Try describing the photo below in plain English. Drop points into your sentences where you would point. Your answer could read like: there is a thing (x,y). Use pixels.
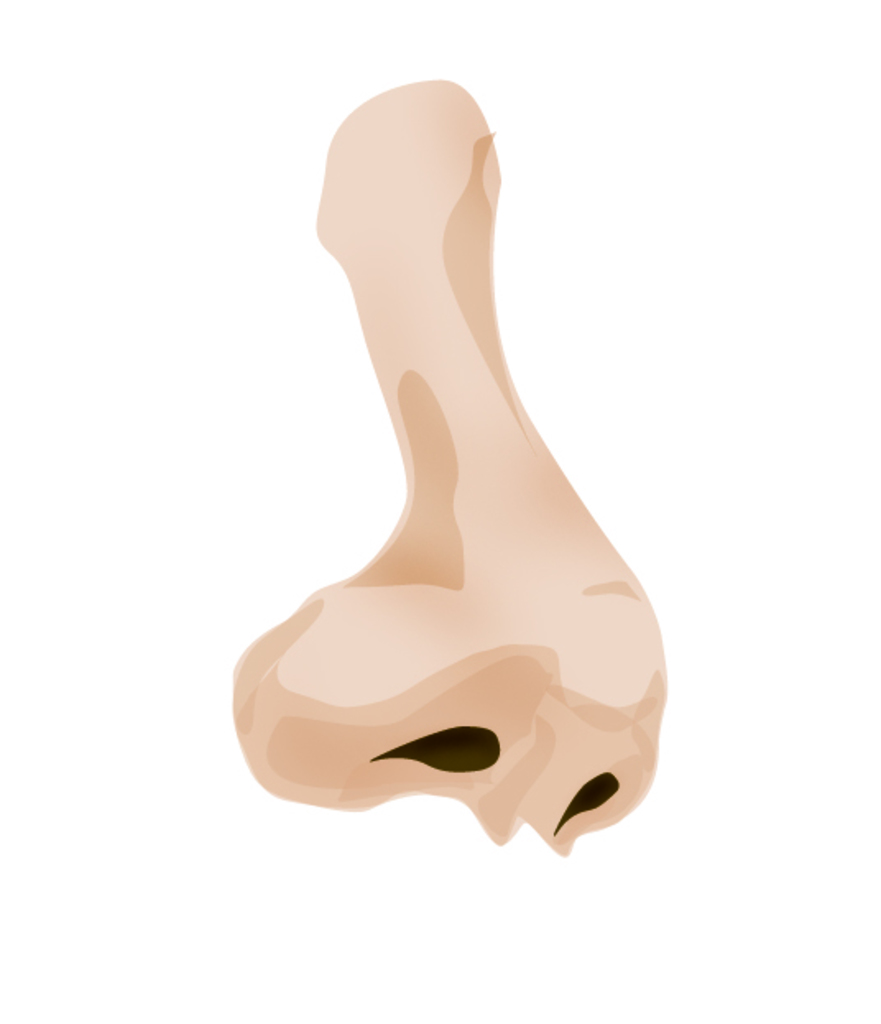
In this image we can see the animated sketch of a person's nose (383,663).
